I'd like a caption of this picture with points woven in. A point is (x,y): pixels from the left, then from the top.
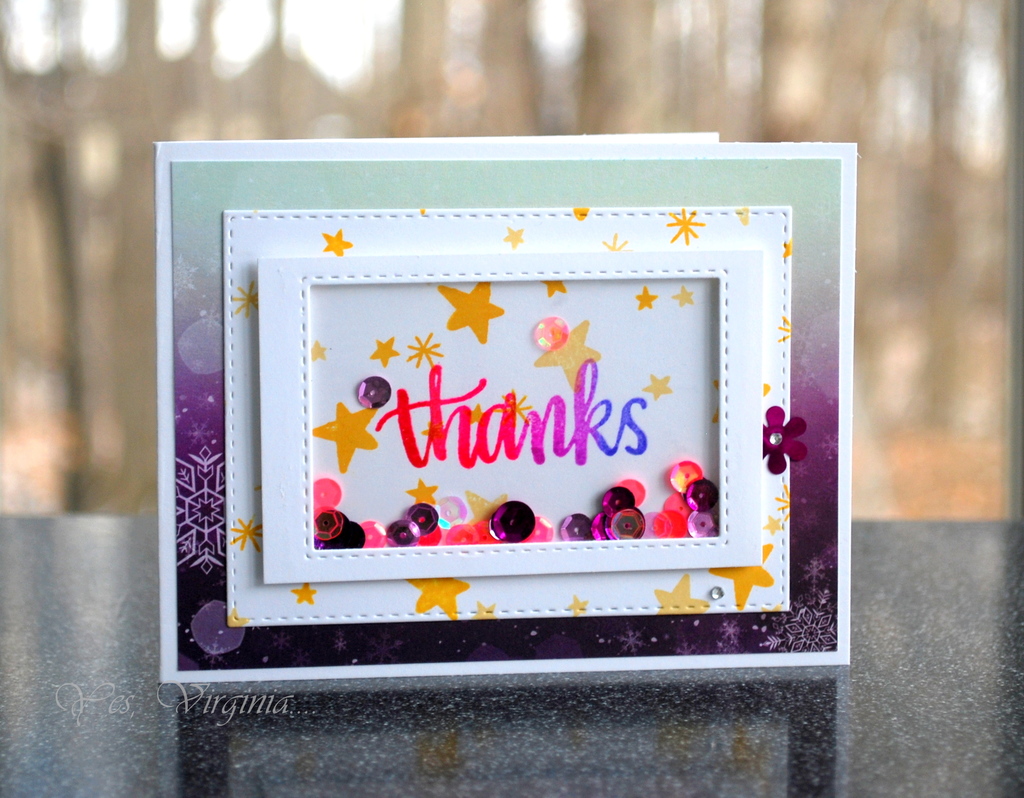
In this picture we can see some boards (680,462), on which we can see some text (481,456).
